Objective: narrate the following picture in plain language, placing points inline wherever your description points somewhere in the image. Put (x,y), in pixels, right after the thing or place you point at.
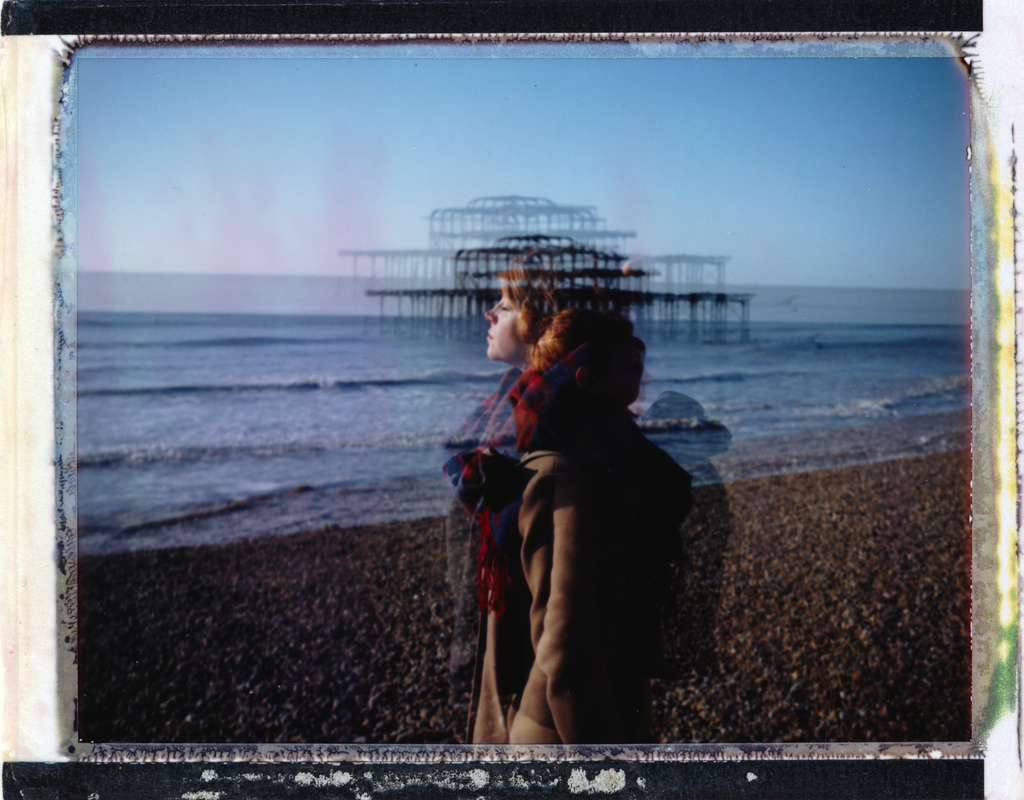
This is an edited image. In this image we can see a woman (613,602) standing on the ground (730,538). We can also see some stones (725,558), a pier (561,298), a large water body (834,424) and the sky (433,159) which looks clear.
